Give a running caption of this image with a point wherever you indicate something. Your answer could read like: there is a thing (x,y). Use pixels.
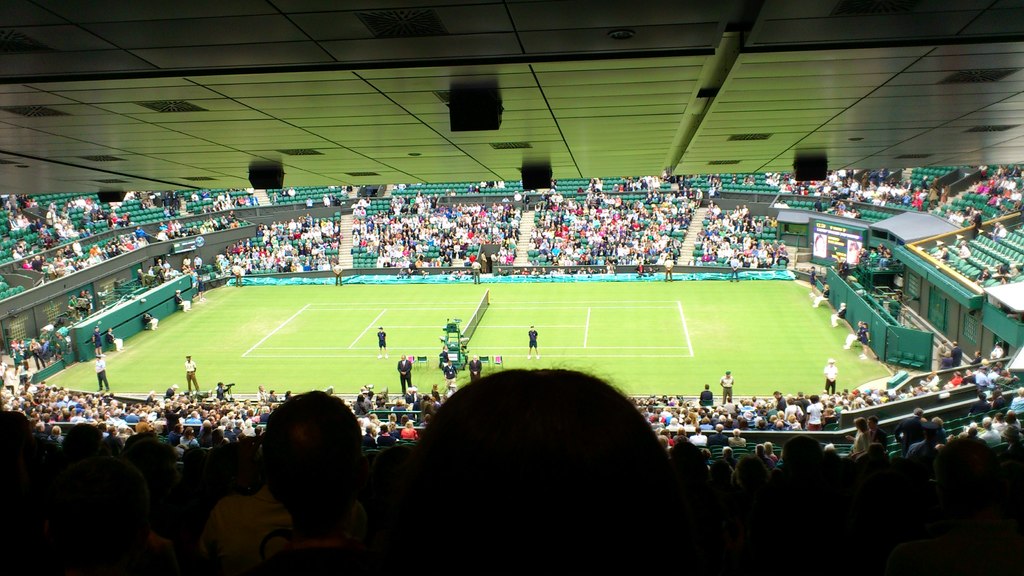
This image is clicked at a stadium (647,334). In the center of the image (391,323) there is a ground (666,320). There is grass (573,331) on the ground (224,332). There are a few people (725,392) standing on the ground (522,355). Around the ground (233,319) there are many people (267,237) sitting on the chairs (202,227). At the top (525,82) there is the ceiling (381,101).
